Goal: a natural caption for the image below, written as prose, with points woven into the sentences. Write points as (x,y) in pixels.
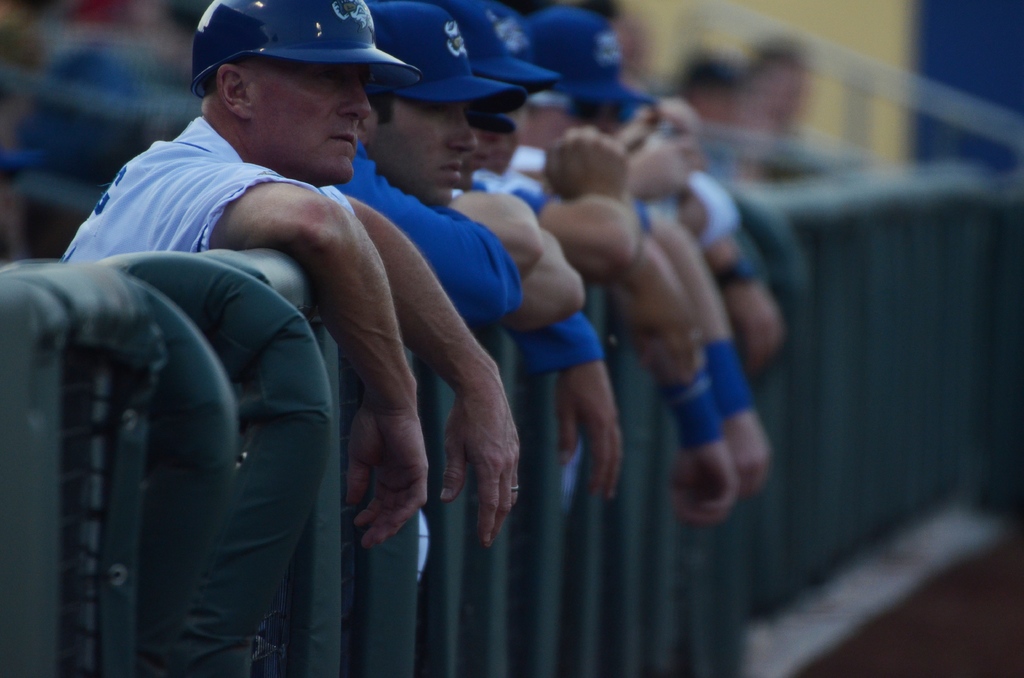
In this picture there are group of people (729,250) with blue caps (430,93) standing behind the railing (239,624). At the back (754,73) the image is blurry.
